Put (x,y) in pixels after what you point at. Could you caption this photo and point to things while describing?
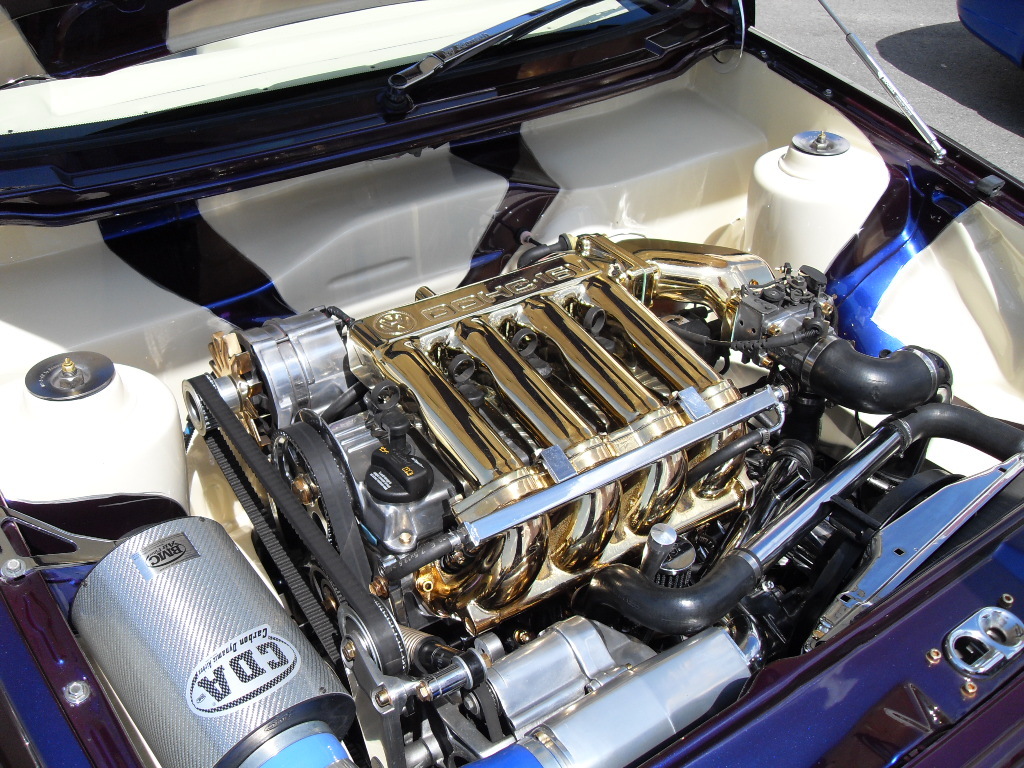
In this picture we can see parts (848,428) of a car (827,373).
